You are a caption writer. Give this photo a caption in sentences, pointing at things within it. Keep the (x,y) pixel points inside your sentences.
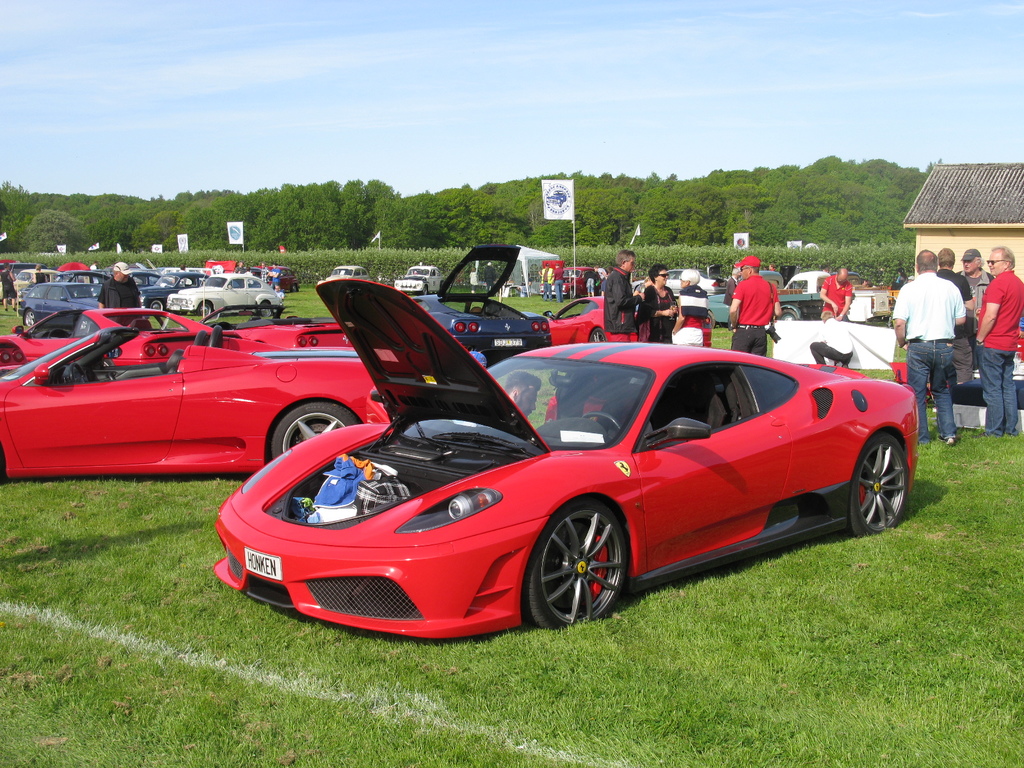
In this image we can see some vehicles (440,481) and there are some people (1004,294) and we can see a house (975,216) on the right side of the image (973,203). We can see some flags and there are some plants (384,269), trees (390,214) and grass (8,643) on the ground (160,513) and at the top (788,91) we can see the sky (161,69).
